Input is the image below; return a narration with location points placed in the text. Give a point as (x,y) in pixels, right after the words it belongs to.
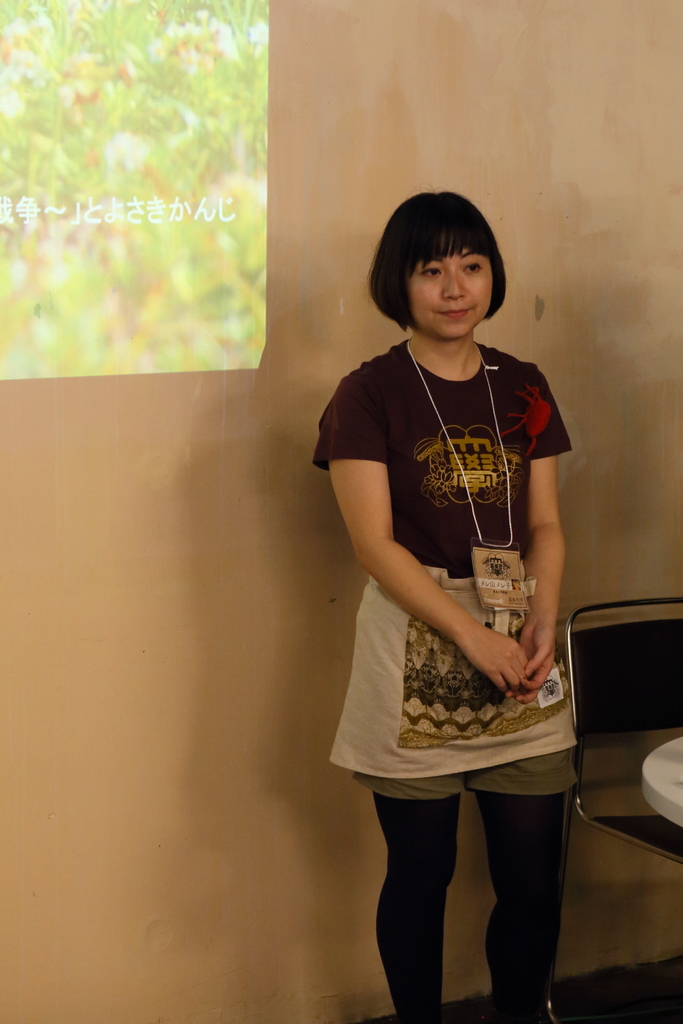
In the center of the picture (426,383) there is a woman (471,453) standing. On the right (629,648) there is a chair (636,827), next to the chair (667,714) there is a table (667,762). On the left (125,132) it is projector screen (74,144).
